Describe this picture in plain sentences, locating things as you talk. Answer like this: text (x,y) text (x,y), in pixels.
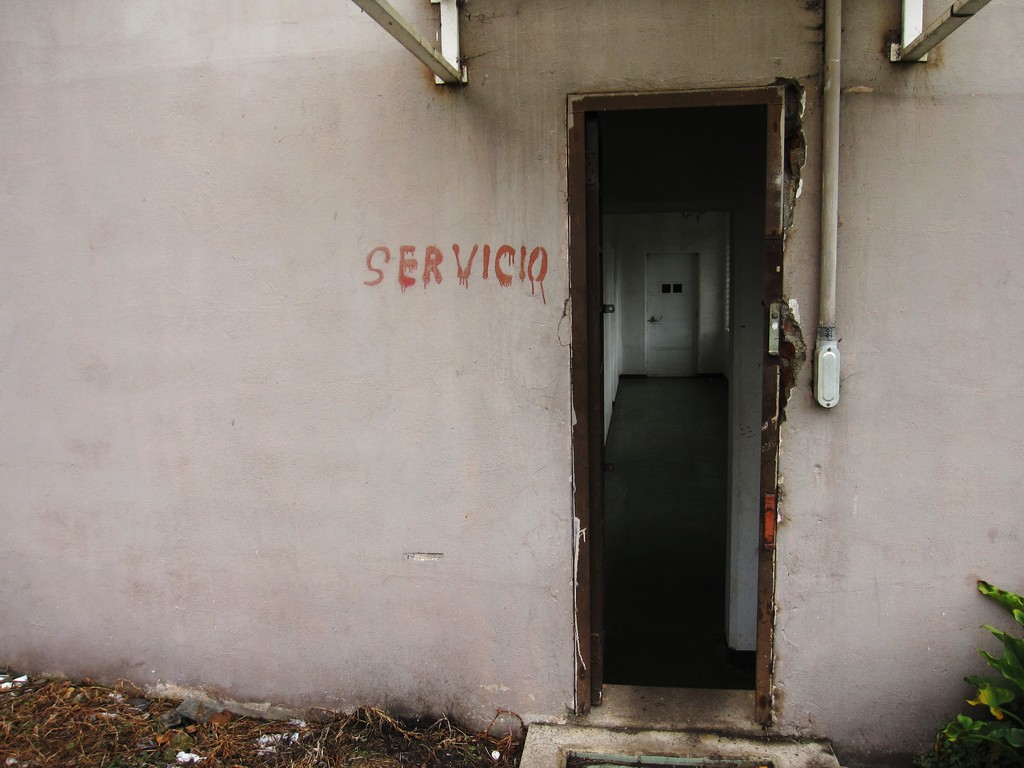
In this image we can see rods (914,37), pipe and some text (462,271) on the wall (244,293). At the bottom of the image (112,746), we can see the land (282,736), dry grass (239,731) and a plant (996,714). There is a door (668,315) and walls (726,252) in the middle of the image (668,374).
